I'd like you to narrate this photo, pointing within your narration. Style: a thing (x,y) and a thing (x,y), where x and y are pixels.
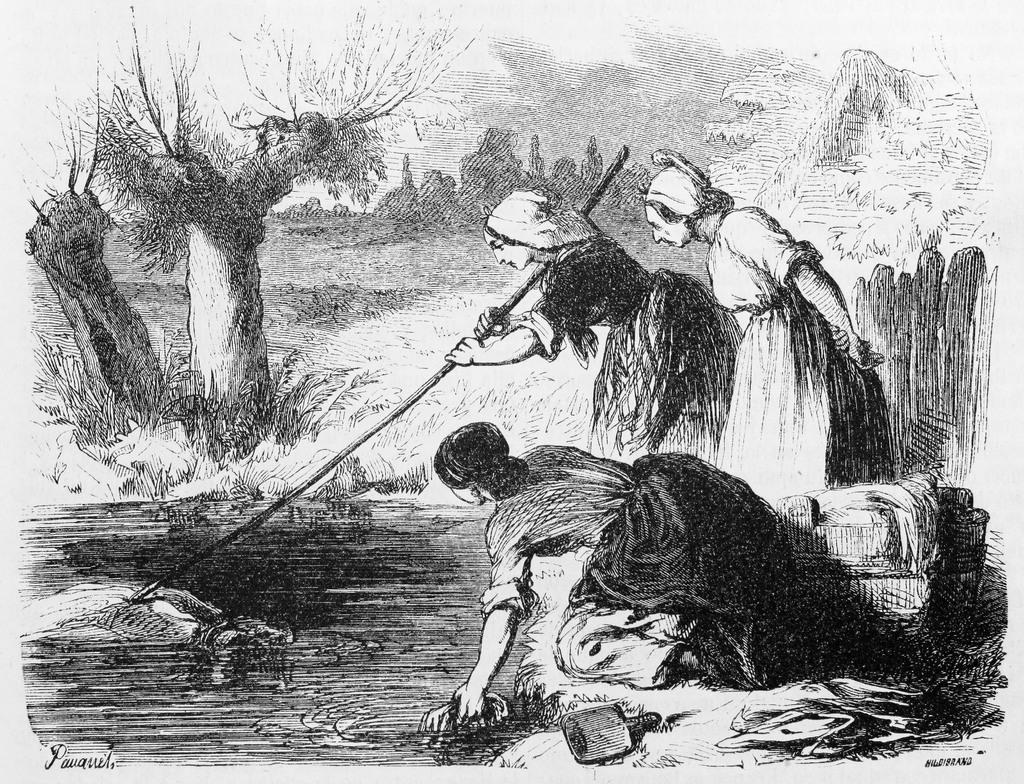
There is a picture of a woman (623,253) standing and holding a stick (528,283) in her hand (470,343) and there is another woman (771,342) standing behind her and there is another woman (668,527) sitting on her knees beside them and there are some other objects (233,209) in the background (281,165).
